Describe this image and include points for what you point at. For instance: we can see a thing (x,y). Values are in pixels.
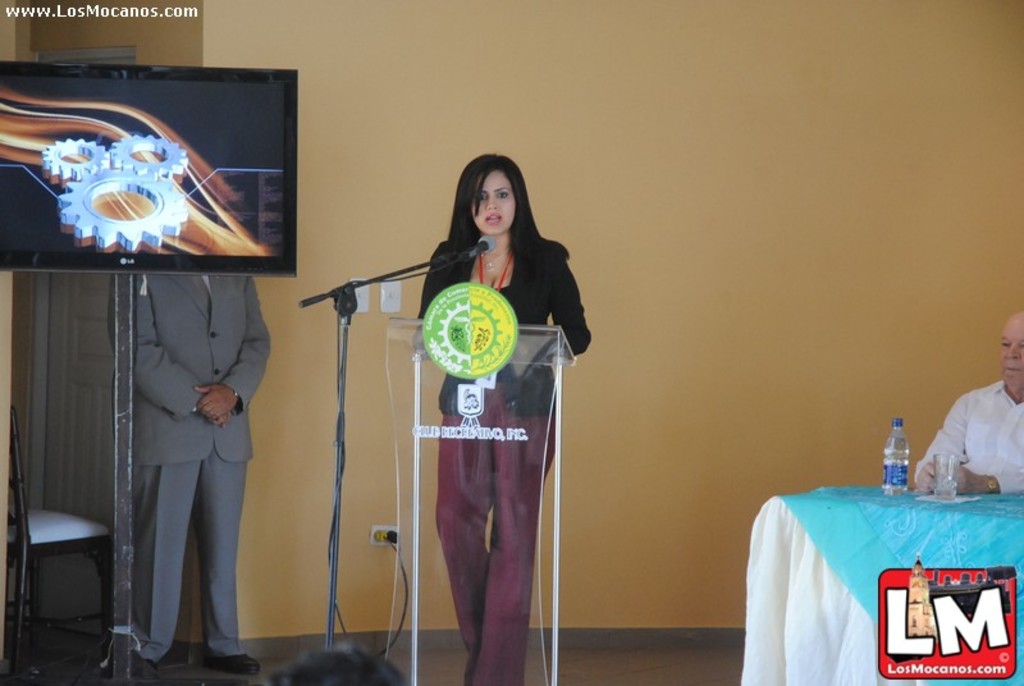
In this image a lady (496,285) is standing behind a podium (471,316). In front of her there is a mic (485,247). She is talking something. In the right (1006,471) an old man (992,408) is sitting. In front of him on a table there is a bottle (896,466) and a glass (946,468). Here another person (199,351) is standing wearing grey suit (188,345). Here there is a screen (184,267). In the left (47,513) there is a chair (34,523).
